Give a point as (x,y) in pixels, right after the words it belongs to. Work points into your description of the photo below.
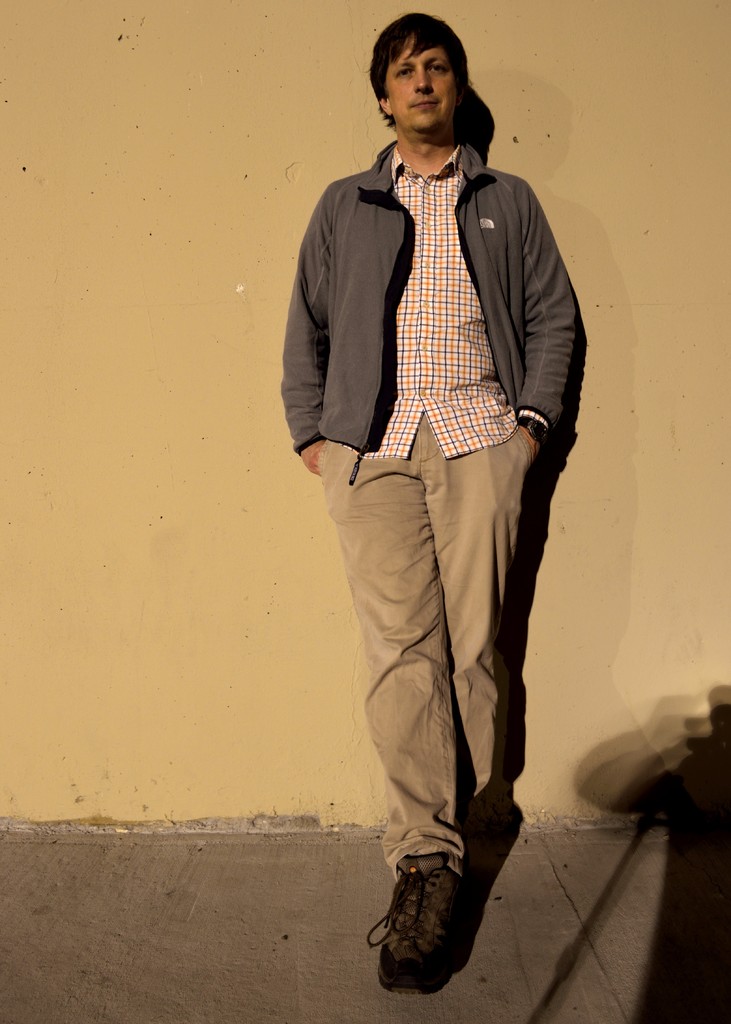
In this picture we can see a man (566,333) wearing a jacket (518,316) and he is standing. In the background (542,206) we can see the wall (622,759). At the bottom portion of the picture (500,986) we can see the floor (217,993). On the right side of the picture (617,825) we can see the shadows (677,978).
